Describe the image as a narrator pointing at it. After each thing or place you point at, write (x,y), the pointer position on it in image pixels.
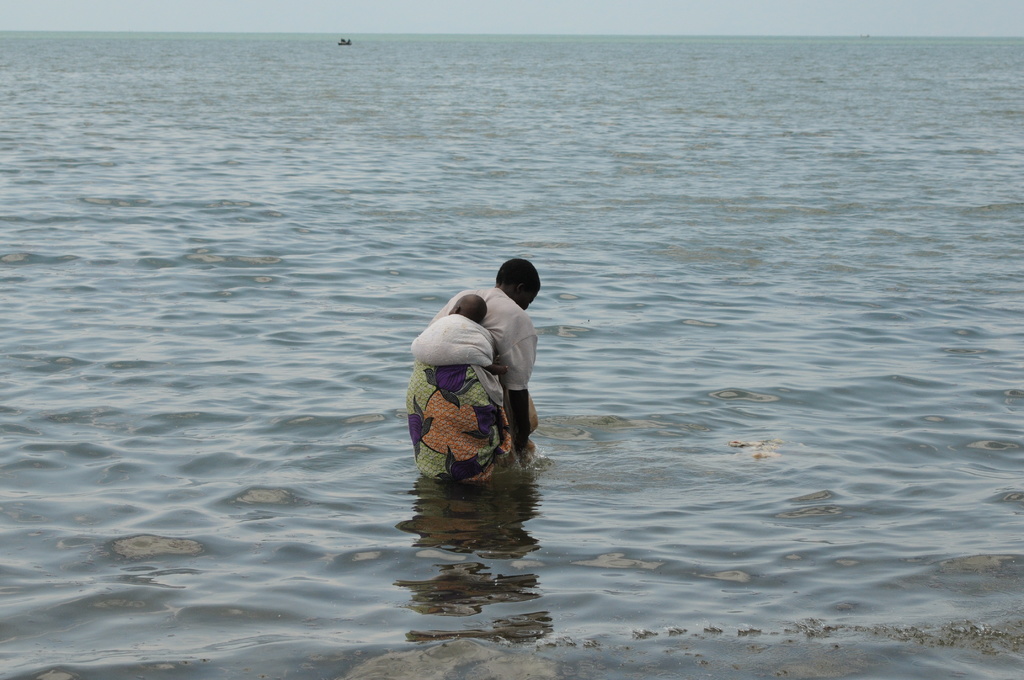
At the bottom of this image (755,493), there is water (476,556). In this water (422,604), there is a woman (505,299) having a baby (440,331) tied with a cloth (428,326) to her. In the background (370,58), there is a boat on the water (357,52) and the sky (476,23).
